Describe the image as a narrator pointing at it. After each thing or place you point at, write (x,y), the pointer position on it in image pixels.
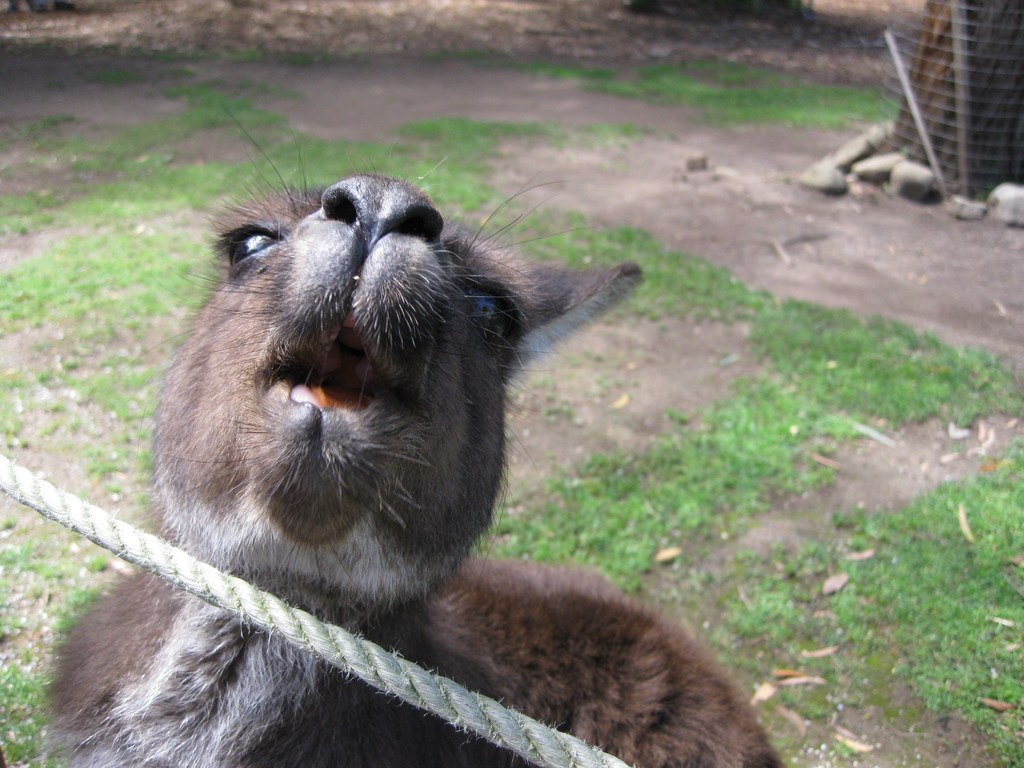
In this picture, we can see an animal (407,601), rope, ground (936,218), grass (969,380), net (978,147), wooden sticks (962,150) and stones (982,208).
